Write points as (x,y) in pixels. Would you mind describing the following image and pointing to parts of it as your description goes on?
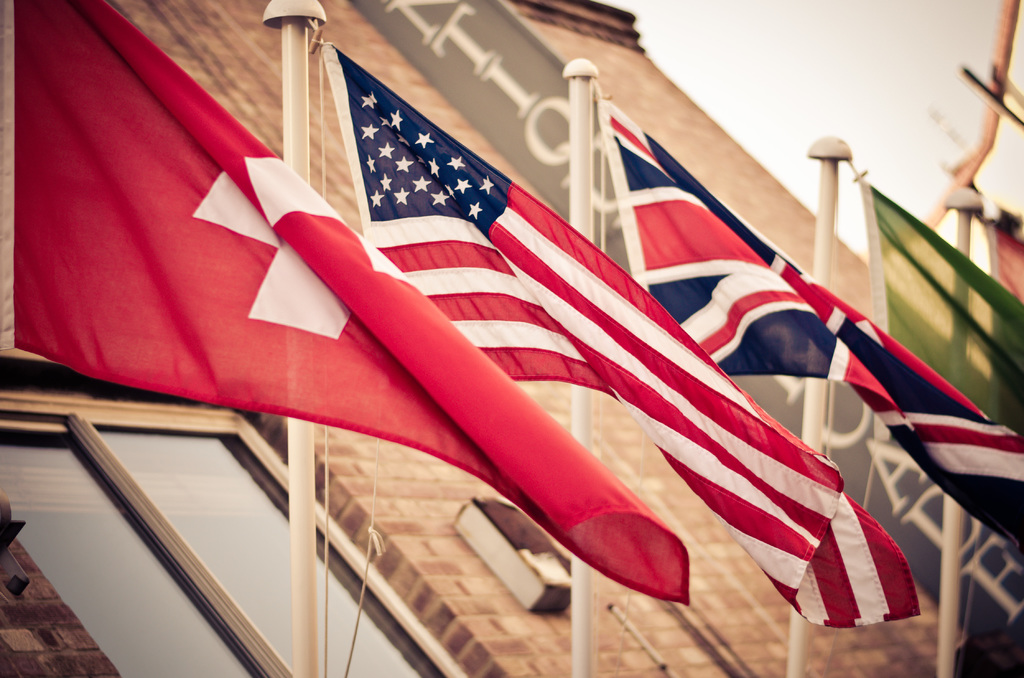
In the image we can see the flags (597,266) attached to the poles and ropes (359,617). Here we can see the window (280,596), banner (523,92) and text (491,68) on the banner (519,78), and the sky (801,81).
